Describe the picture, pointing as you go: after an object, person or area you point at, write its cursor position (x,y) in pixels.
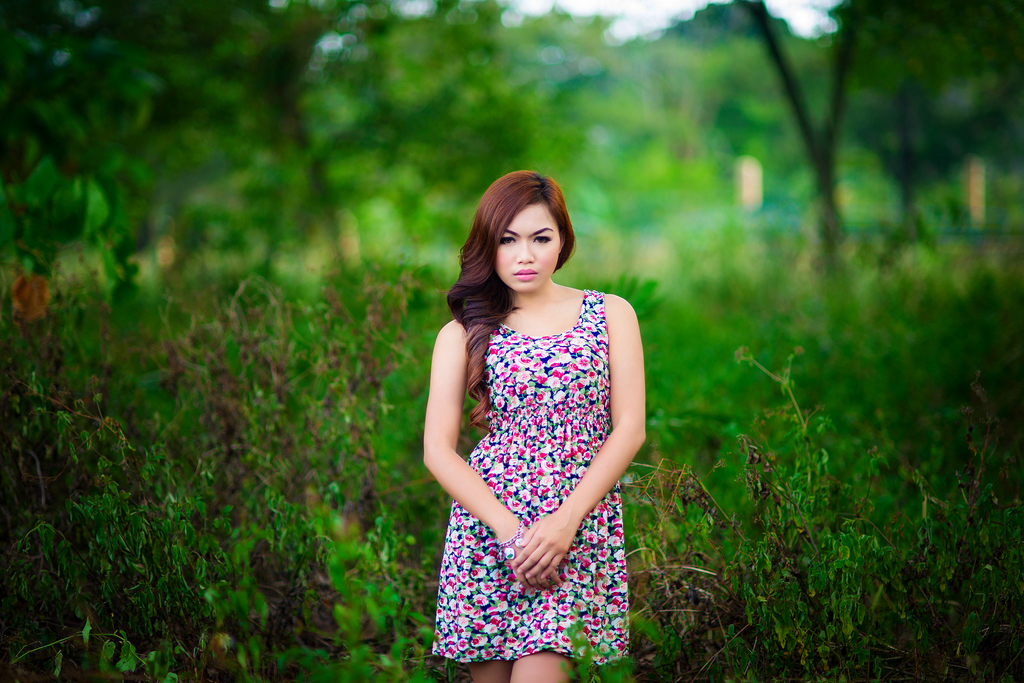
In this image there is a girl (555,319) who is standing on the ground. In the background (303,313) there are plants (247,329) and trees (295,150).
